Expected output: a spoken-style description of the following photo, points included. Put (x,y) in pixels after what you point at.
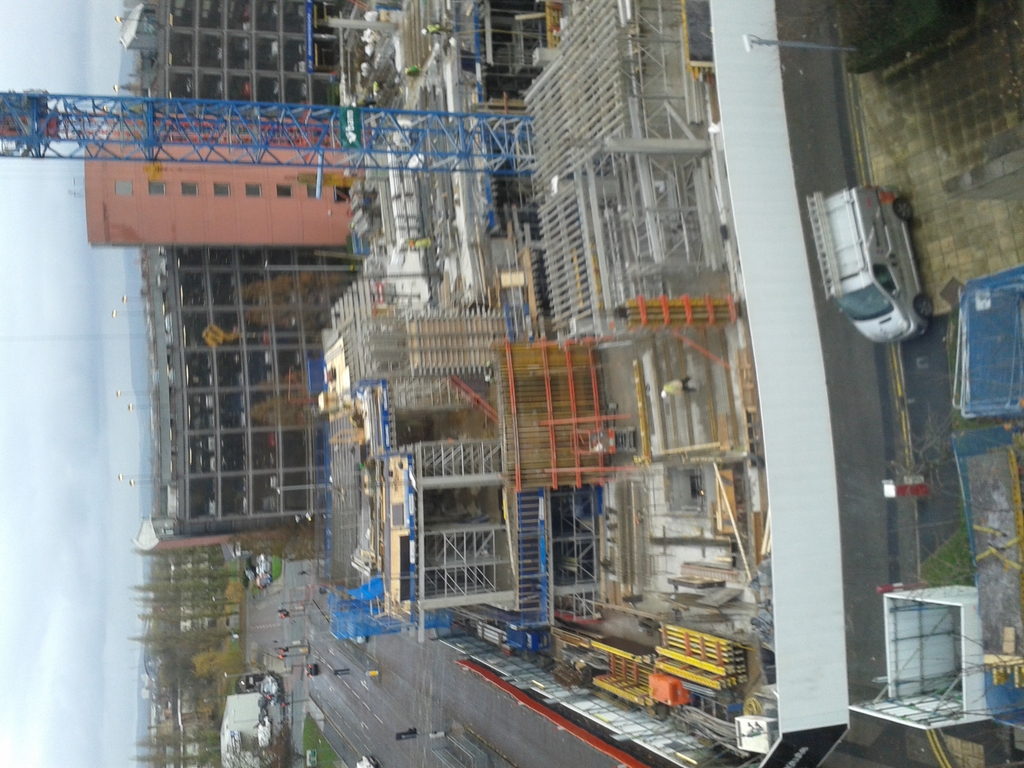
In this image we can see buildings (418,469), road (381,720), vehicles (877,245), poles (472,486), traffic signals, sky (122,451) and clouds (58,516).
